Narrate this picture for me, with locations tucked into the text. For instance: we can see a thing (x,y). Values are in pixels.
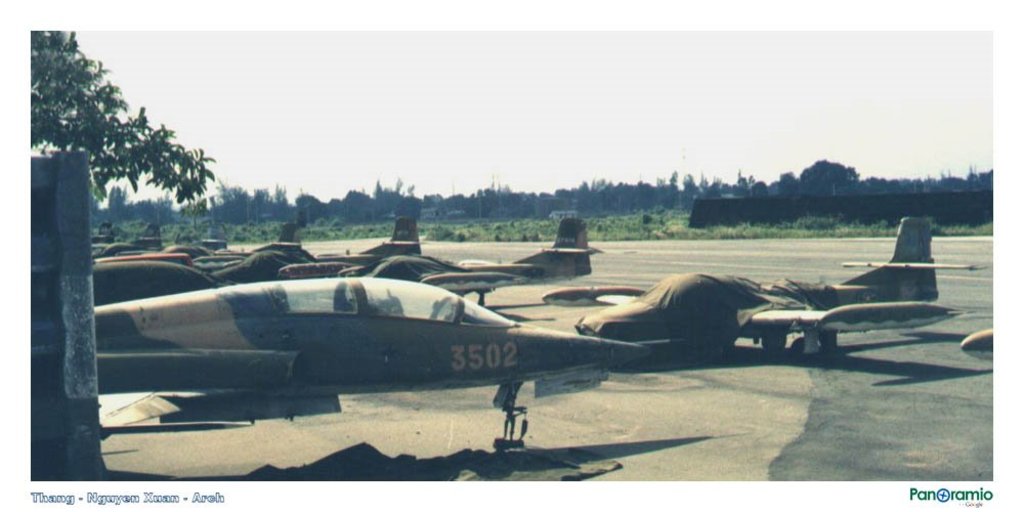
In this picture I can see few jet planes (463,280), trees (695,191), plants (664,215) and I can see cloudy sky (637,139) and text (107,500) at the bottom left (212,502) and bottom right (979,504) corners of the picture.
